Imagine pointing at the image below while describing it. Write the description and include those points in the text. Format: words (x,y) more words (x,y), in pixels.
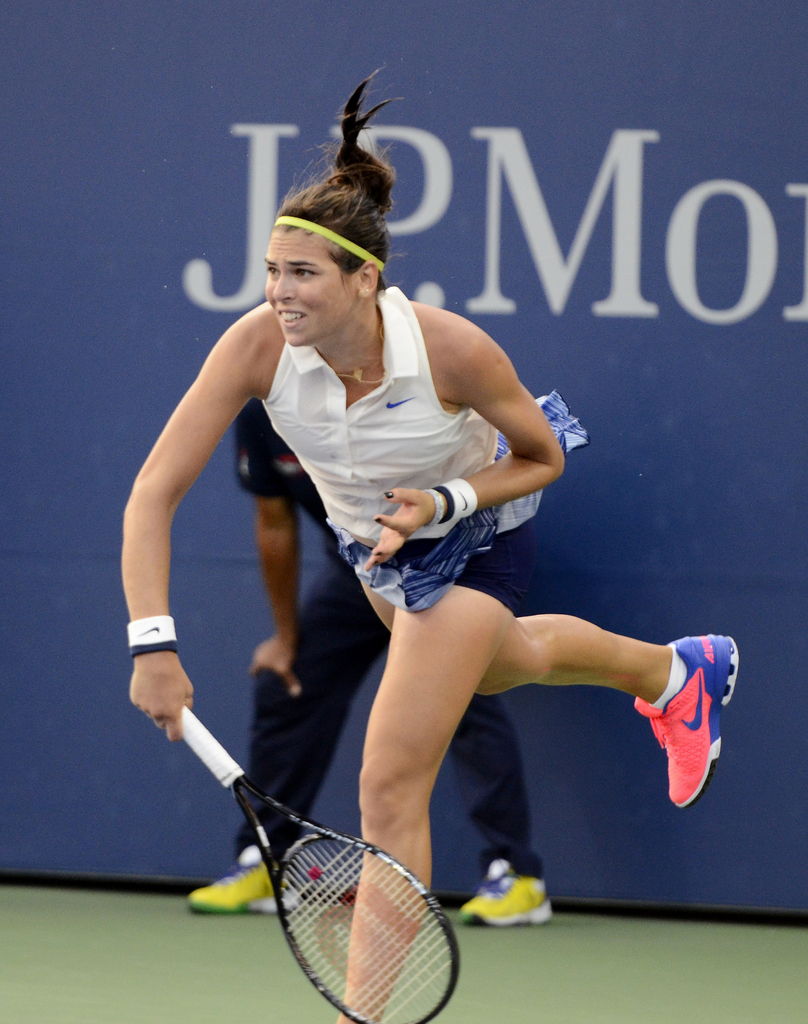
In the given image we can see a woman (390,497) holding a tennis racket (290,874) in her hand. Back of her there is another person (279,544).
